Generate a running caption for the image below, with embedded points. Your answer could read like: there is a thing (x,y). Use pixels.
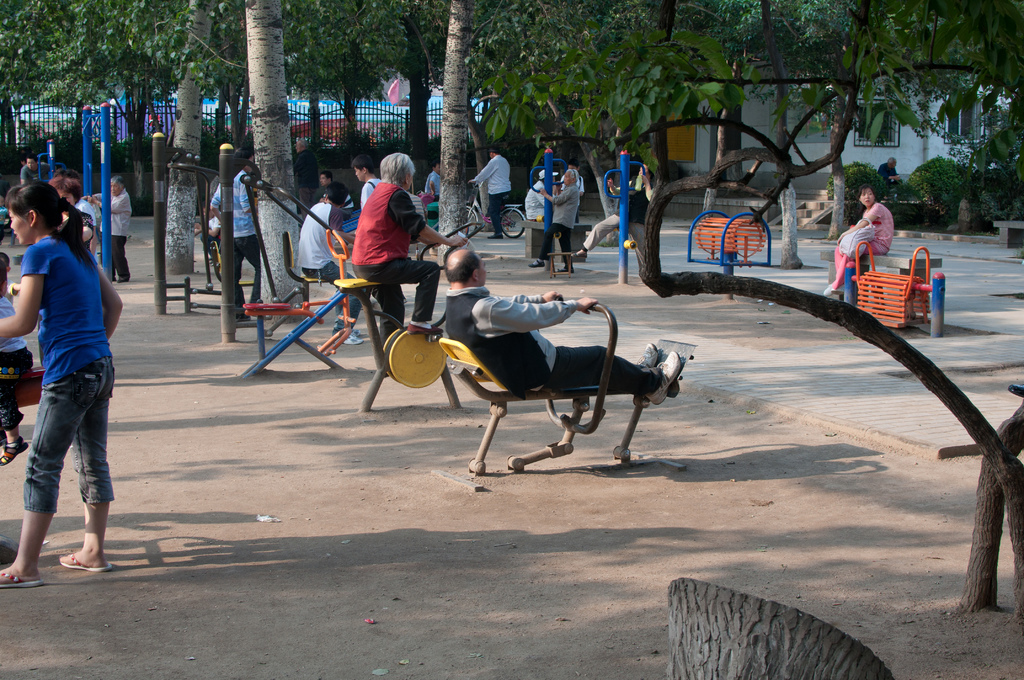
In this image there are few people (90,409) in the park (497,460), a few (78,347) are playing with their children (20,345) and few (325,238) are doing exercise with some equipments (570,392). On the right side of the image (889,230) there is a lady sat on the bench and in the centre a person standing beside a bicycle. In the background (23,45) there are trees (604,89) and a railing (413,122).
